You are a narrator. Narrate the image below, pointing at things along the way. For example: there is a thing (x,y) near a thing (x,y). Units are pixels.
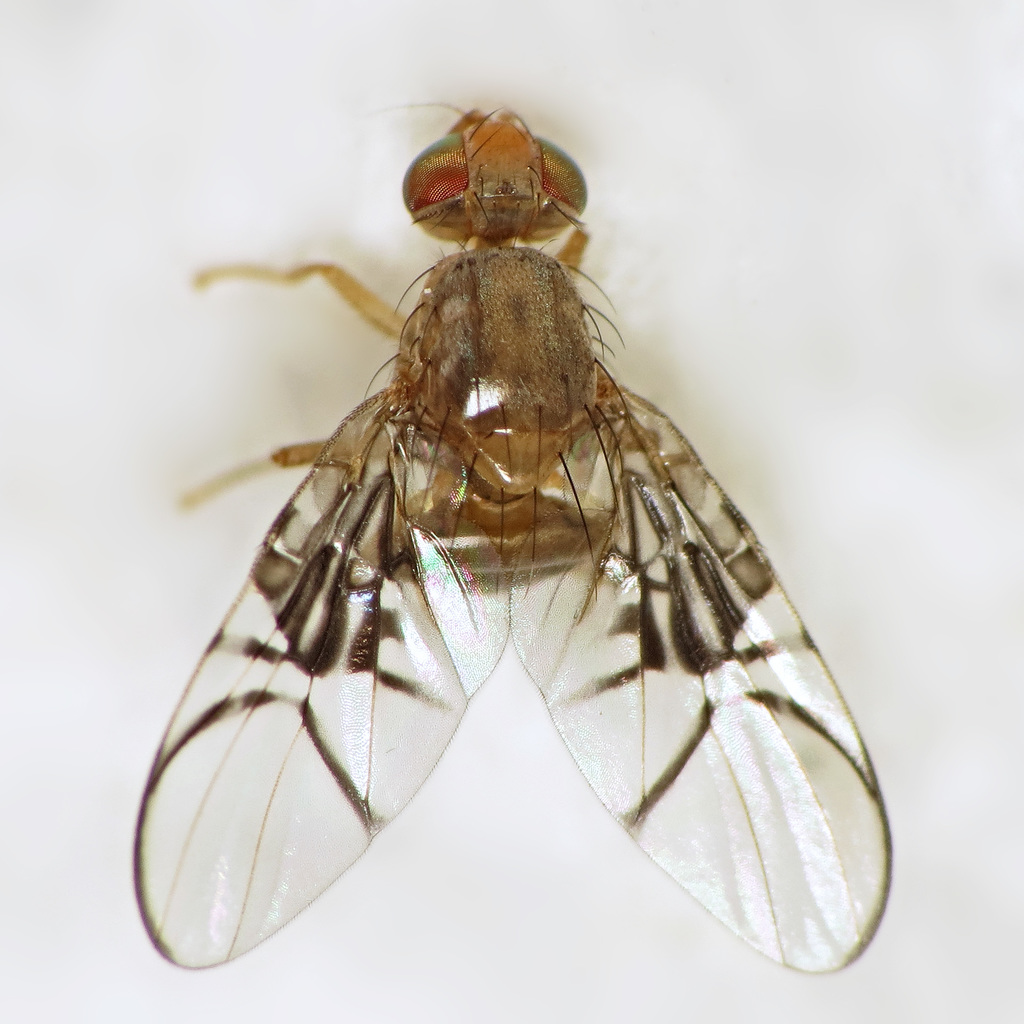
In this picture I can see there is a fruit fly (800,967) here and it has wings (584,636), a head (539,175) and legs (300,268) and it is placed on the white surface (197,589).
